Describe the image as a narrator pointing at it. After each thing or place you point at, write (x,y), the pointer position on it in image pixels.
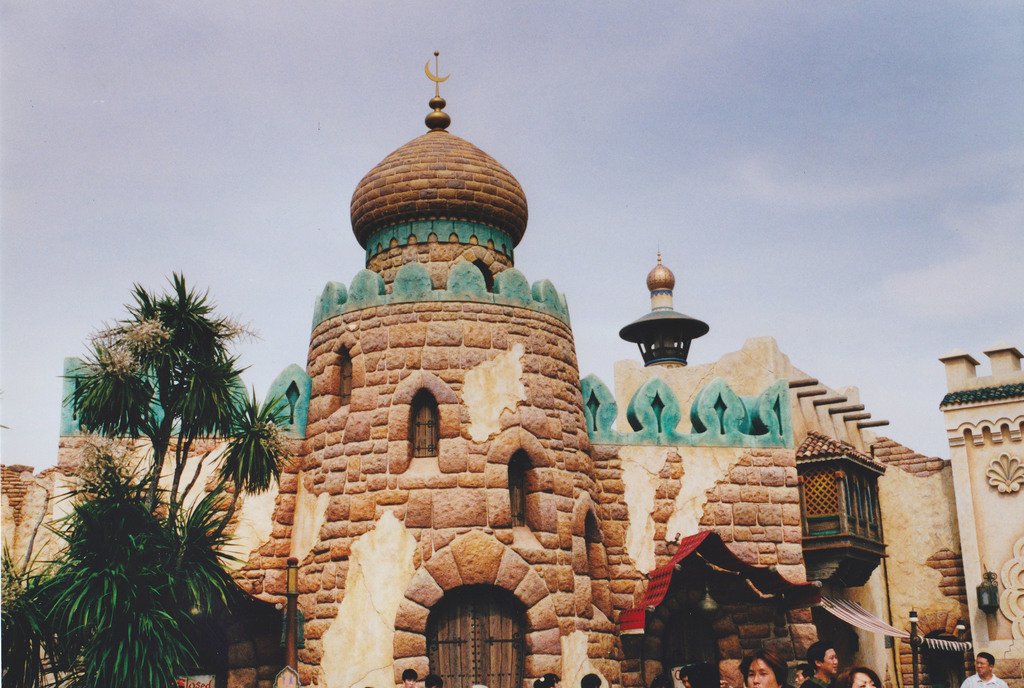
In this image there is a castle (588,545) in the middle (673,390). On the left side (168,527) there are trees (184,314). At the top (230,84) there is the sky (211,85).
